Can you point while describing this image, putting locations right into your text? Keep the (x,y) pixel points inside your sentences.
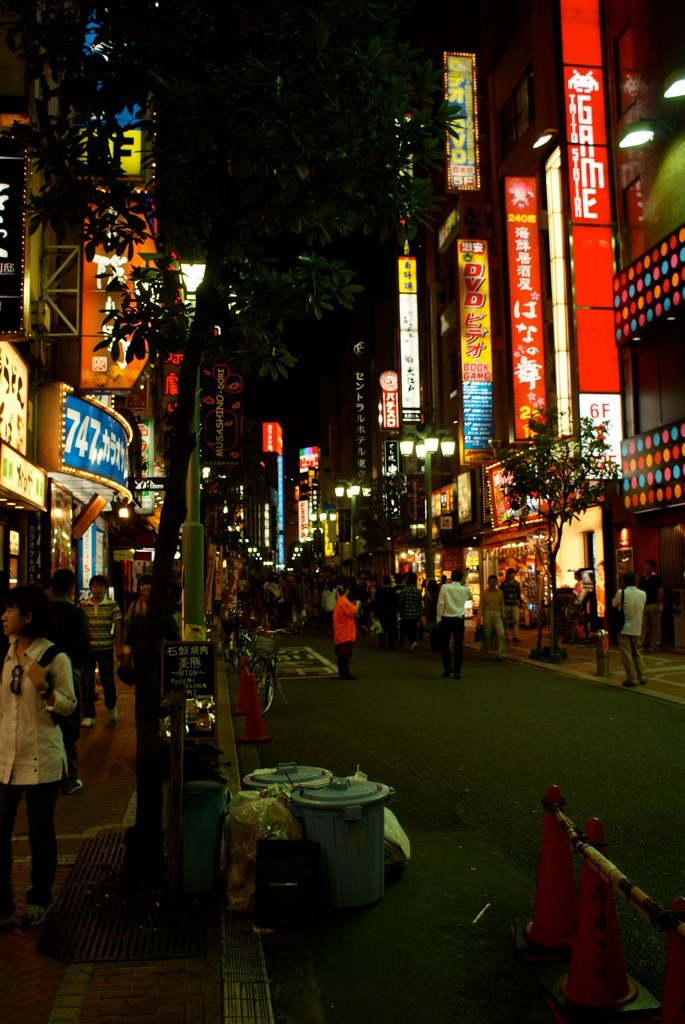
In this image there is a road (472,844) in the bottom of this image (476,881). There are some persons (508,614) standing on the road (470,646) and on the left side of this image (104,618). There are some trees (140,698) on the left side of this image (159,631) and right side of this image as well. There are some buildings (390,337) in the background (334,390). There are some objects (298,841) kept on to this road (284,655), and there are two bicycles (268,677) as we can see in the middle of this image (264,664).
